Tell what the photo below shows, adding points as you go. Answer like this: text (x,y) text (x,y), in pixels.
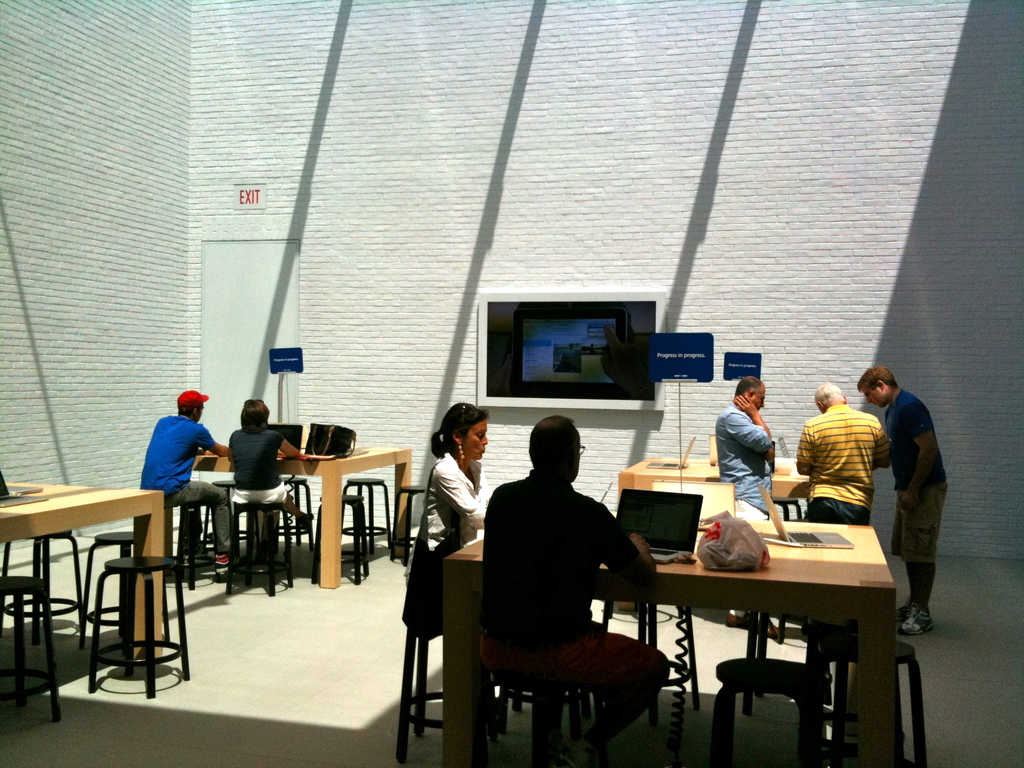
In the above picture there are persons (490,550) sitting on the chair (438,623) doing some work on their laptops (661,529). There are tables (480,548) and chairs (121,581) on the tables (829,558) there is a laptop (779,527) and a bag (725,540), some persons (807,506) are standing and watching to the laptops (790,451) which are on the tables (784,464). There is huge big white color brick wall (556,150), there is door (256,284) and a exit board (251,197) on the above of the door (250,259). Person (251,447) wearing a black shirt (271,459) and a white pant (280,491) is working on the system (292,436) sitting on the chair (263,512), and the other person (188,472) sitting beside is wearing a blue t shirt (175,455) and a black jeans (222,494) having a red color cap (193,399) on him. In the background of the picture (536,345) there is a television (619,373) hanging on the wall (672,428). The lady (456,462) in the front (460,460) is holding a bag (425,598) on her shoulder (452,463).
